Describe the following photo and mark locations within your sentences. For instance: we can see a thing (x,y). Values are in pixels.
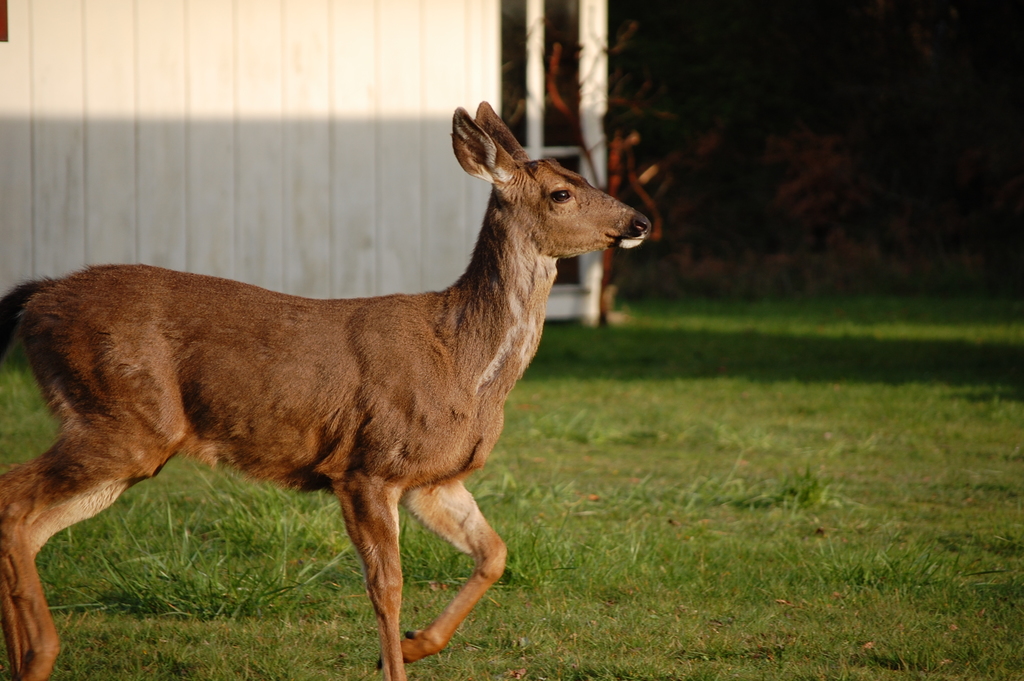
In this image, I can see a deer (188,358) walking on the grass (657,566). In the background (435,190), It looks like a wooden wall (57,61). I think these are the bushes (874,223).
